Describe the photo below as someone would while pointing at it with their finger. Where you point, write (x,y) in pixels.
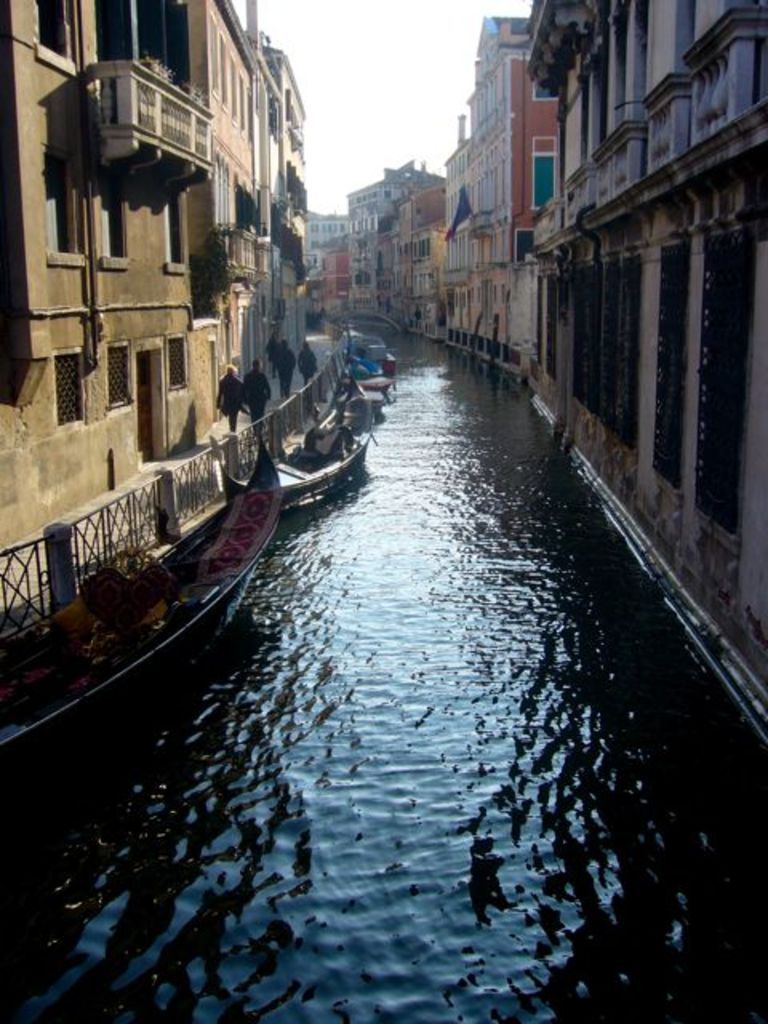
This image is taken outdoors. At the top of the image (341,61) there is the sky (345,69) with clouds (347,87). At the bottom of the image (357,908) there is a canal (326,881) with water (408,574). On the left (189,145) and right sides of the image there are many buildings (360,267). On the left side of the image (233,376) a few people (234,390) are walking on the road (185,451) and there is a railing (152,504). There are a few boats (302,501) on the canal (191,681).
